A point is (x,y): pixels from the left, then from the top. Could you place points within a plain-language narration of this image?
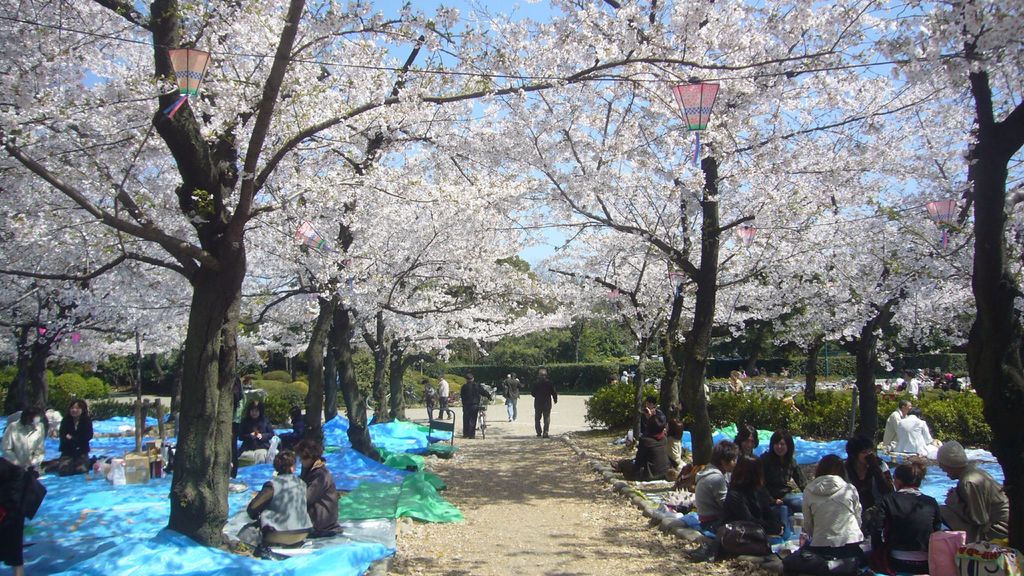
In this picture we can see some people (325,476) are sitting and some people (471,398) are walking. Behind the people (472,418) there are trees (223,281), plants (475,368) and the sky (625,184). A person (468,384) is holding a bicycle (485,424). At the top (695,105) there are some decorative objects (693,120).
